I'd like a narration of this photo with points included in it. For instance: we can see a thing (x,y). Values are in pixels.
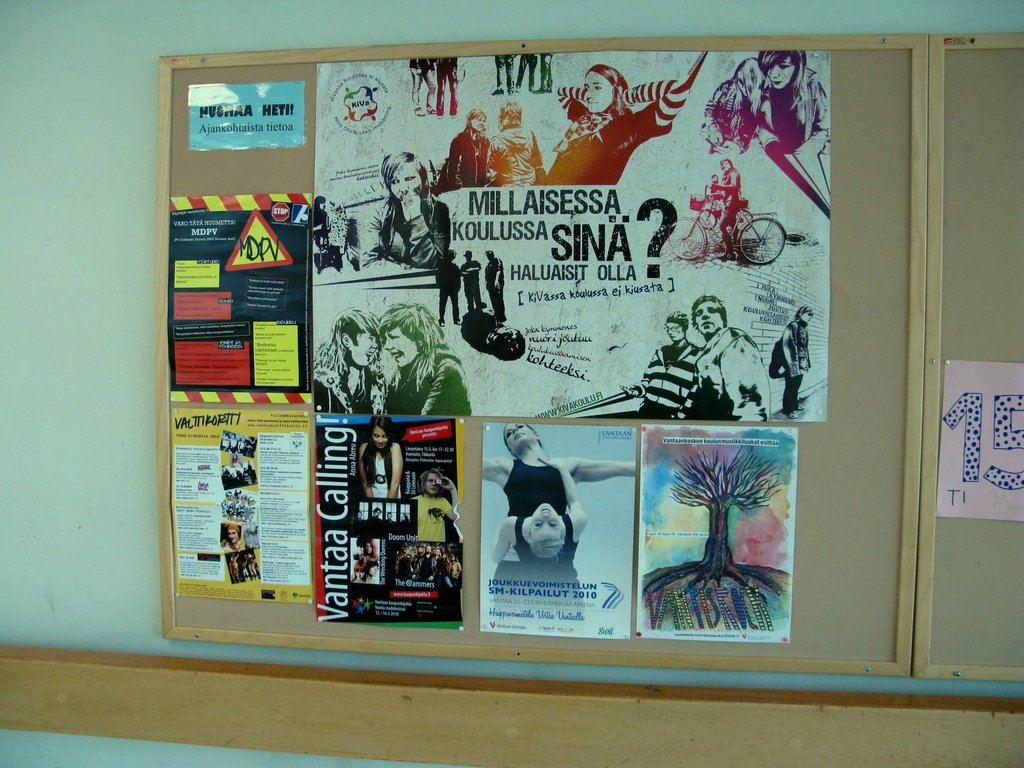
In the image there are photographs (568,540) and pamphlets (244,136) on wooden board (886,348) on a wall (129,234).
